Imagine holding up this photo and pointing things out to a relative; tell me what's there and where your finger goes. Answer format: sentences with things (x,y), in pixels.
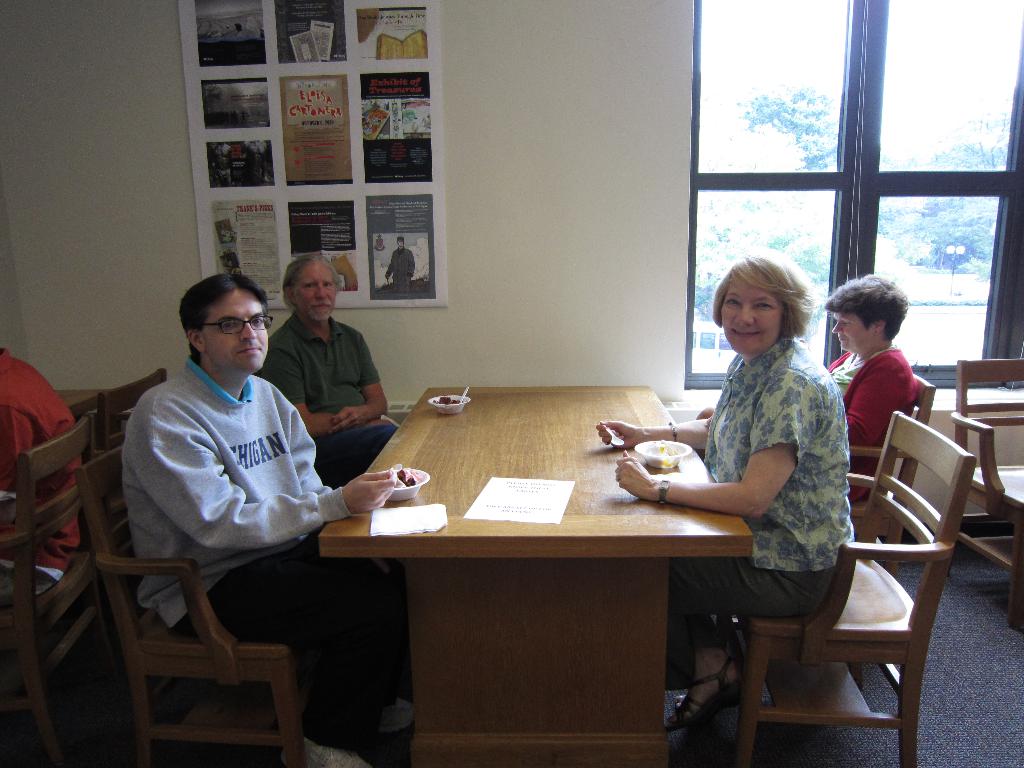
Here we can see a group of people (312,361) sitting on chairs (861,546) with table (453,443) in front of them and there are papers (409,513) and bowls of food (409,491) present on the table (480,440) and behind them on the right side (881,4) there is a window (896,4) from which we can see the greenery (711,218) outside and on the wall (682,225) there is some kind of poster (313,190).
